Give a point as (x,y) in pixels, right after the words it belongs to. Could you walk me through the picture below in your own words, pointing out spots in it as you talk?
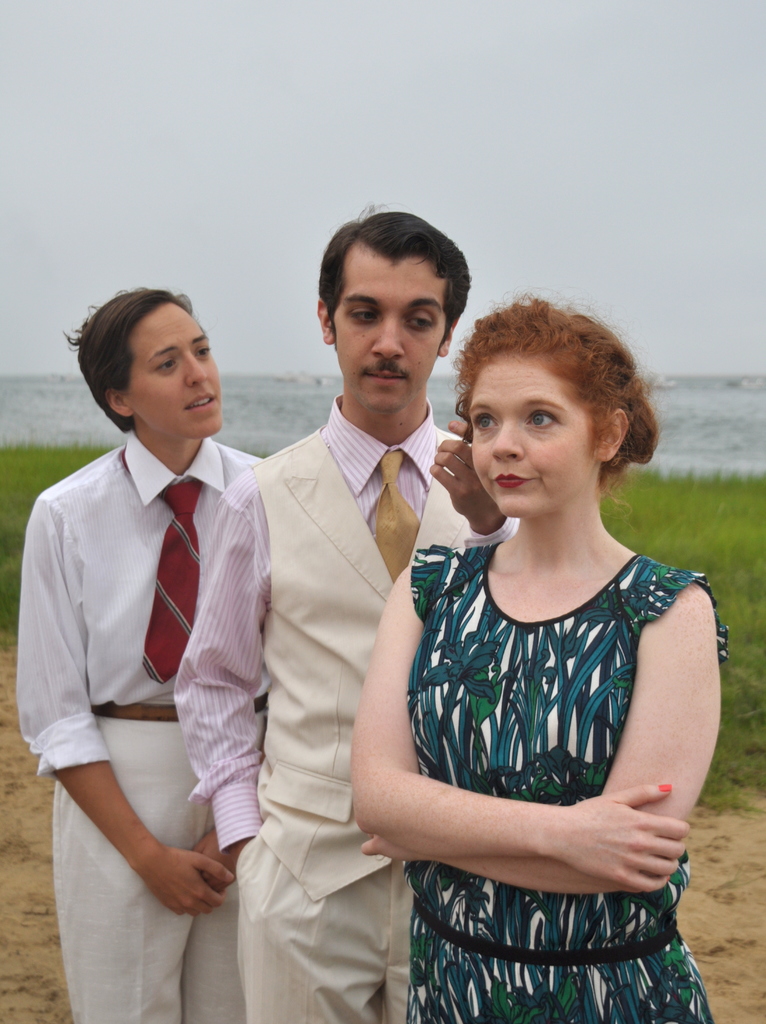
In this picture we can see three people (436,523), they are standing, in the background (760,655) we can see grass (694,505) and water (702,414).
